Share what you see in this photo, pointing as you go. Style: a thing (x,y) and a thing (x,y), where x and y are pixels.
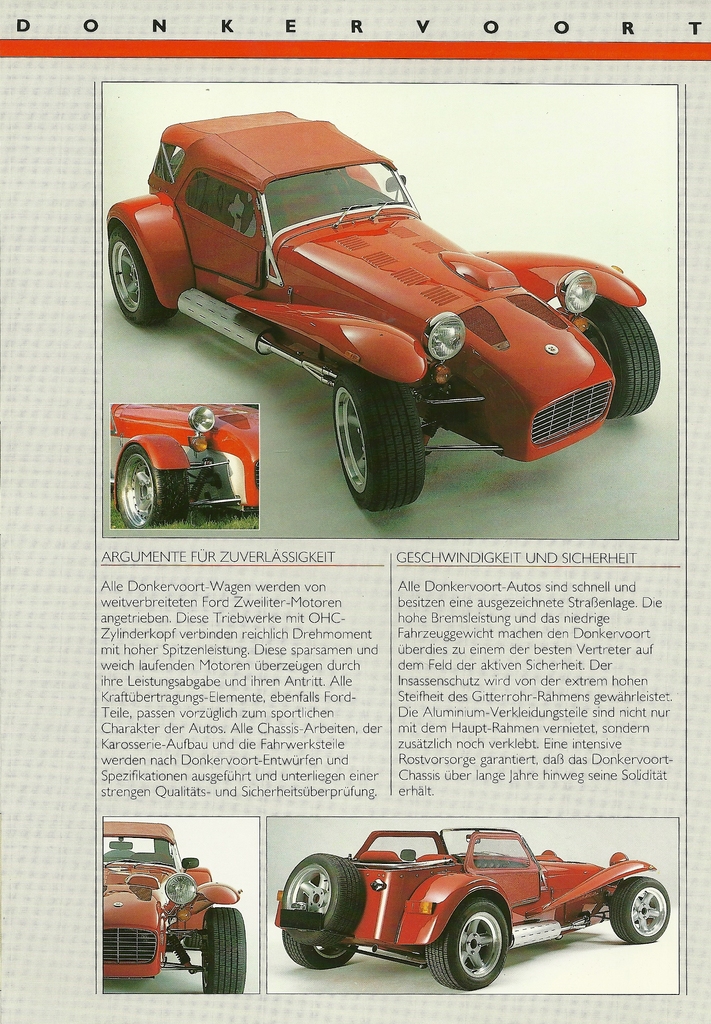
In this image there is paper (300,568) and we can see pictures (367,493) of a vehicle (412,854) and there is text (570,696).
